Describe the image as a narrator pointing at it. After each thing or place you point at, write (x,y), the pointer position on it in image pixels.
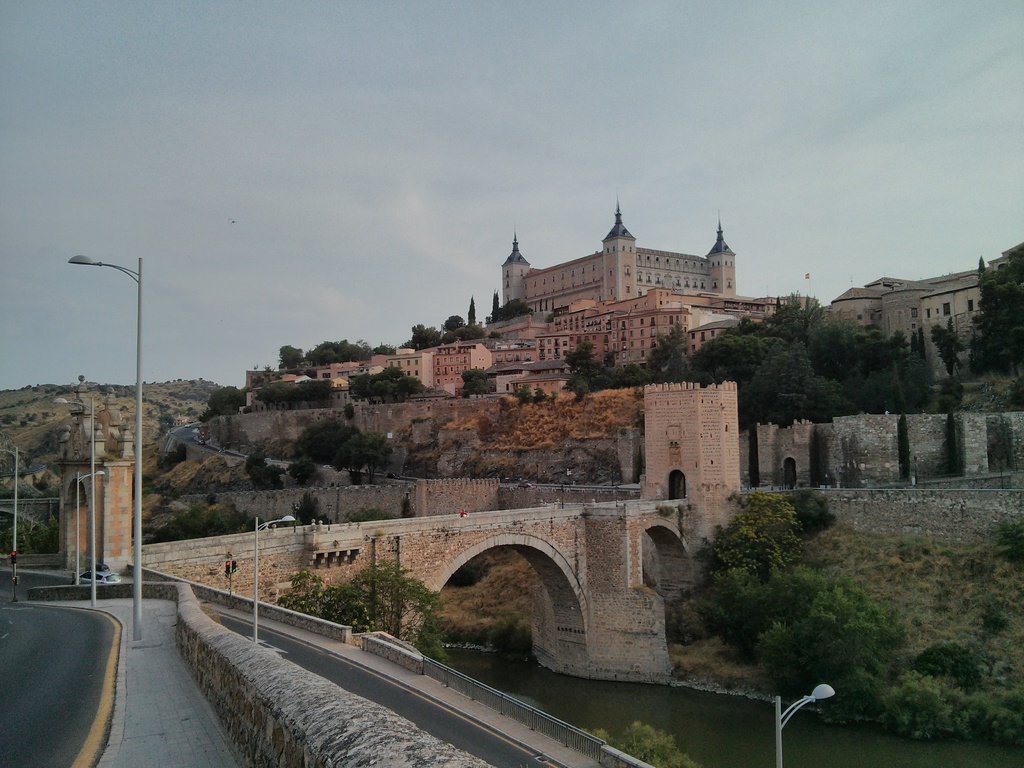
In this picture we can see buildings (638,327), trees (724,352), here we can see a bridge (439,540), electric poles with lights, vehicle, person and some objects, under this bridge (444,526) we can see water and in the background (596,236) we can see a mountain (442,472), sky (499,84).
